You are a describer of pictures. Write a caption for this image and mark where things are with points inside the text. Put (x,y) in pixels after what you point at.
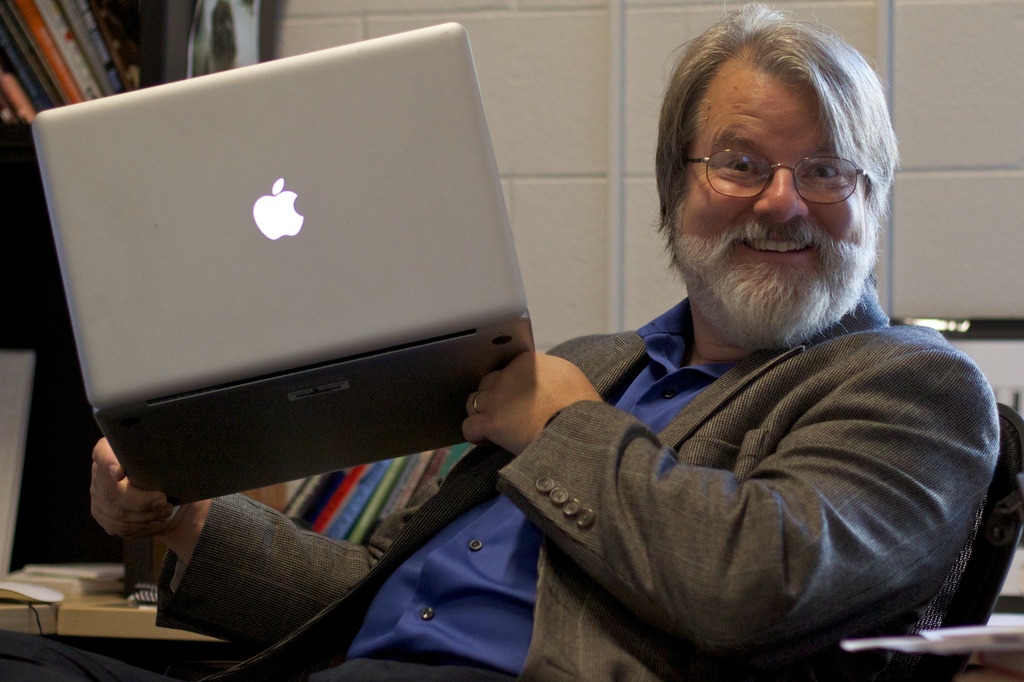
In the picture we can see a man (951,499) sitting on the chair (906,660) and holding a laptop (421,302) and he is wearing a blazer (773,578) with blue shirt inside and he is with white beard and long hair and in the background (1007,102) we can see a wall (519,215).
